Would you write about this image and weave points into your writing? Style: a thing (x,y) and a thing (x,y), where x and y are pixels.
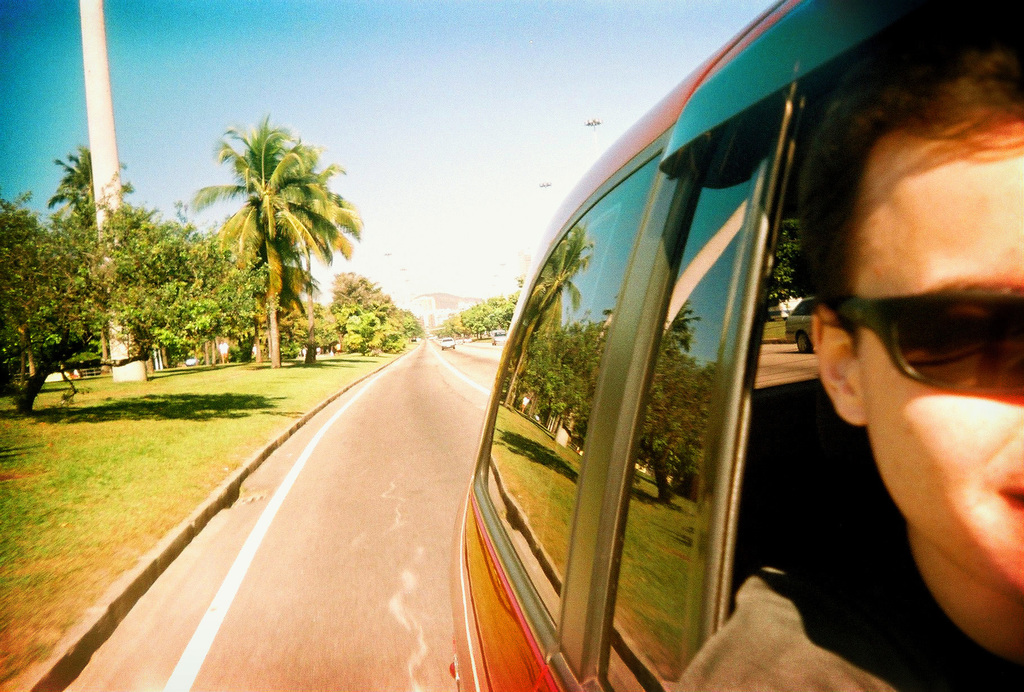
In this picture we can see a person (793,653) in a vehicle (827,542). Behind the vehicle (491,497), there are two other vehicles (445,348) on the road (380,415). On the left side of the road (363,415), there is a pole (120,347), trees (87,333) and grass (56,408). Behind the trees (165,341), there is the sky (188,40).
